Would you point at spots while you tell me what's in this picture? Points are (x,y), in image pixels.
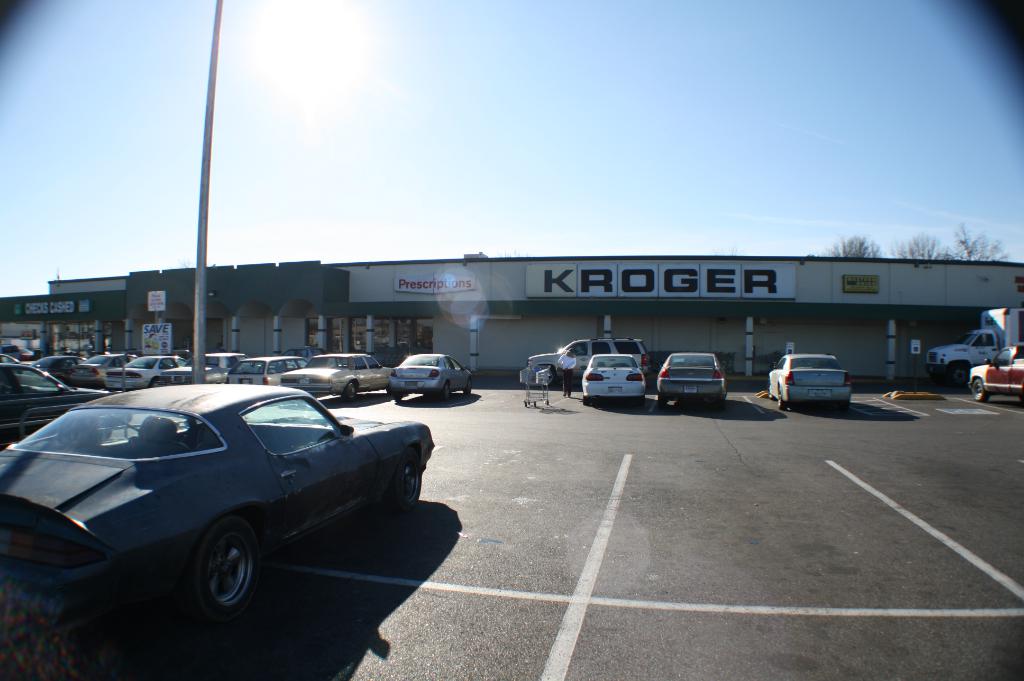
In this image we can see cars (238,378) on the road (506,512). There is a trolley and we can see a person (566,386). On the left (219,19) there is a pole (194,379). In the background (97,334) there is a building (808,305), trees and sky (771,117).
